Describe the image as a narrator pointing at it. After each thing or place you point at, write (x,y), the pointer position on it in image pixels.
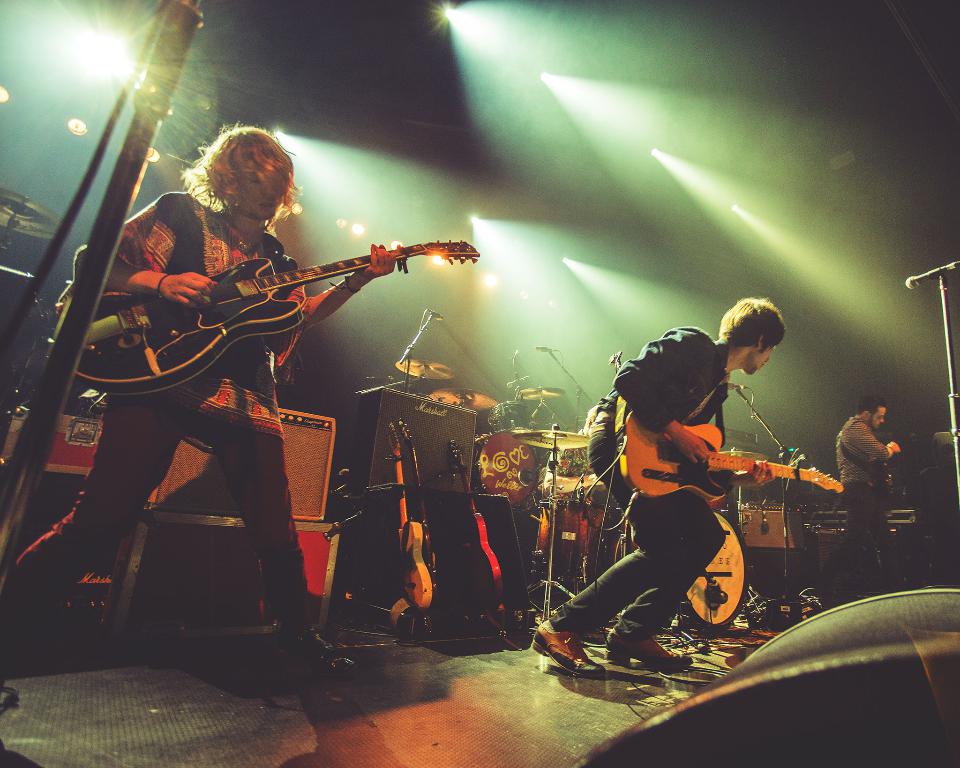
In this image I can see the stage (526,676), few persons (275,504) standing on the stage (529,697) holding musical instruments (282,328), few microphones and behind them I can see few musical instruments (398,422) and few boxes (312,472). I can see few lights (596,289) and the dark background (302,70).
